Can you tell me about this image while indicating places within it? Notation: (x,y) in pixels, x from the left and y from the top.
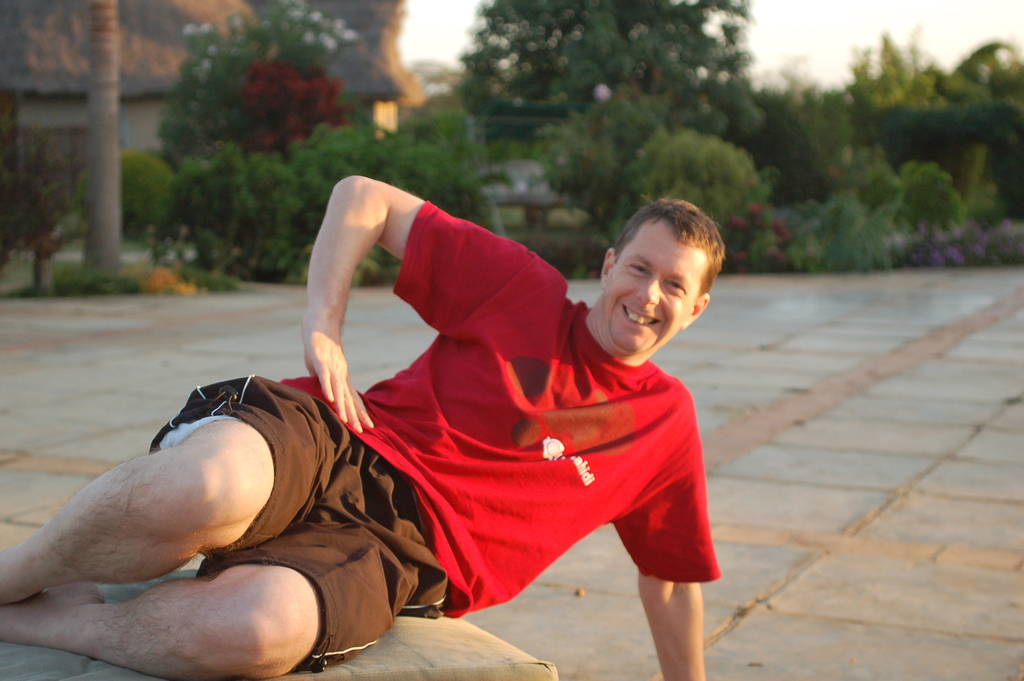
In this image there is a person (388,443) sitting on a couch (434,661). Behind him there are few trees (800,135) and plants (801,206) on the grassland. Top of the image (842,47) there is sky (826,47). Left side (107,3) there is a tree trunk (109,16).
